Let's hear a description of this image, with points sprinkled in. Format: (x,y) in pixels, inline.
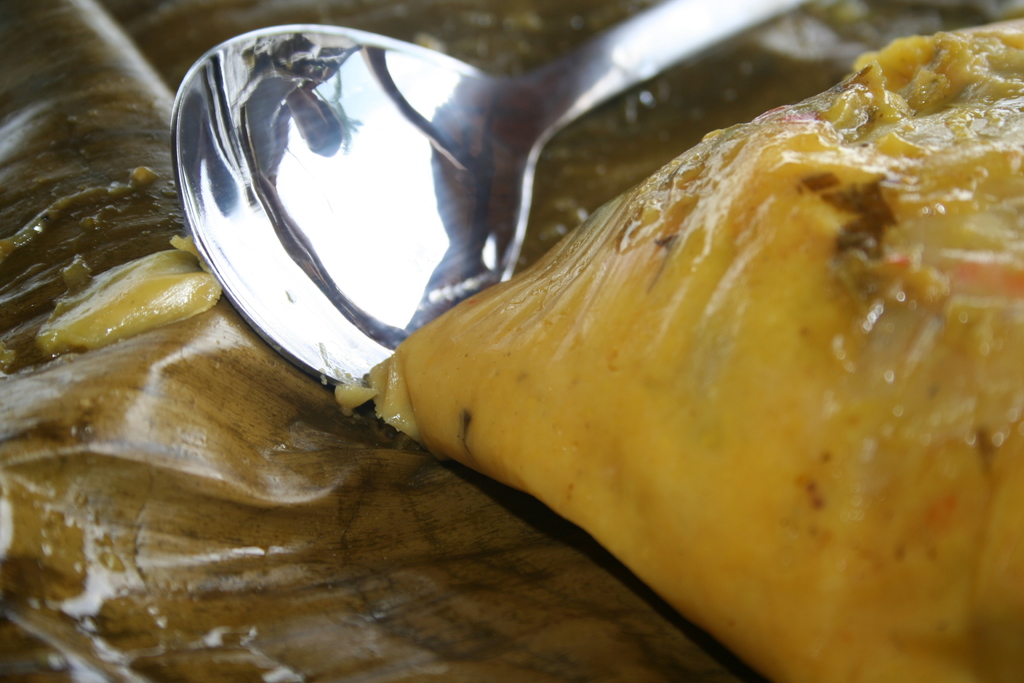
In this image we can see a spoon (369,222) and some food item (567,346) on a surface (200,558).
